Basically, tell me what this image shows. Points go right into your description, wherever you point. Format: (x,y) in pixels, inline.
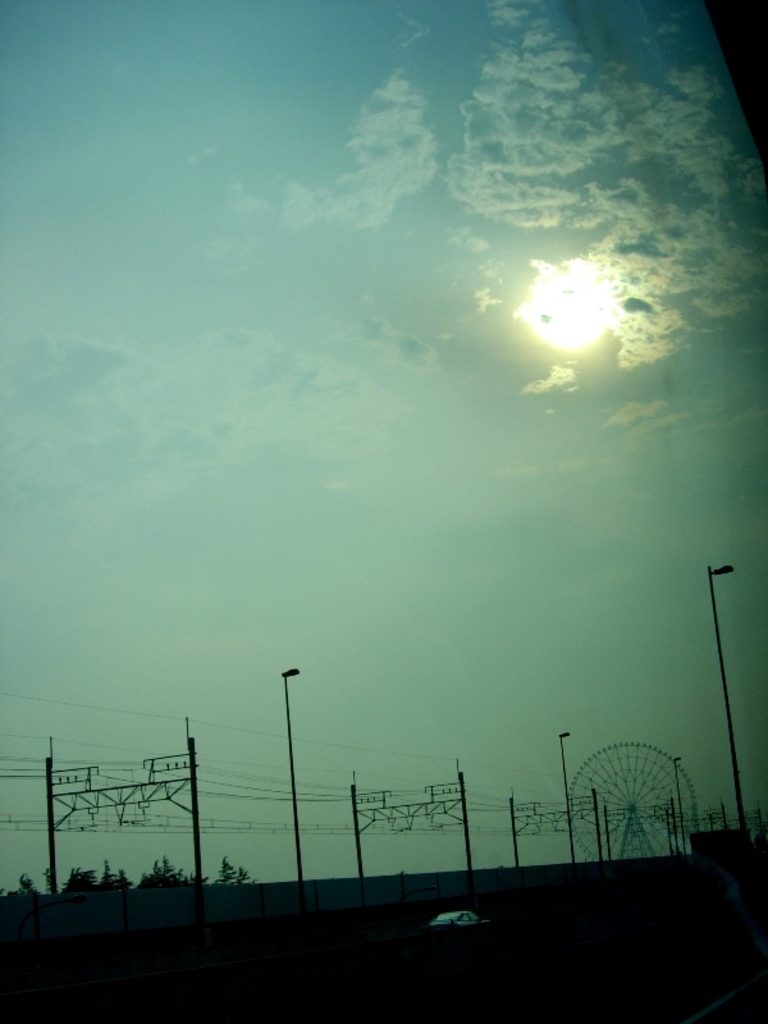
In this image there is a car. There is a giant wheel (598,787). There are street lights (292,773). There are current poles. There are trees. There is a wall (277,893). In the background of the image (388,464) there is sky (421,478) and a sun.
